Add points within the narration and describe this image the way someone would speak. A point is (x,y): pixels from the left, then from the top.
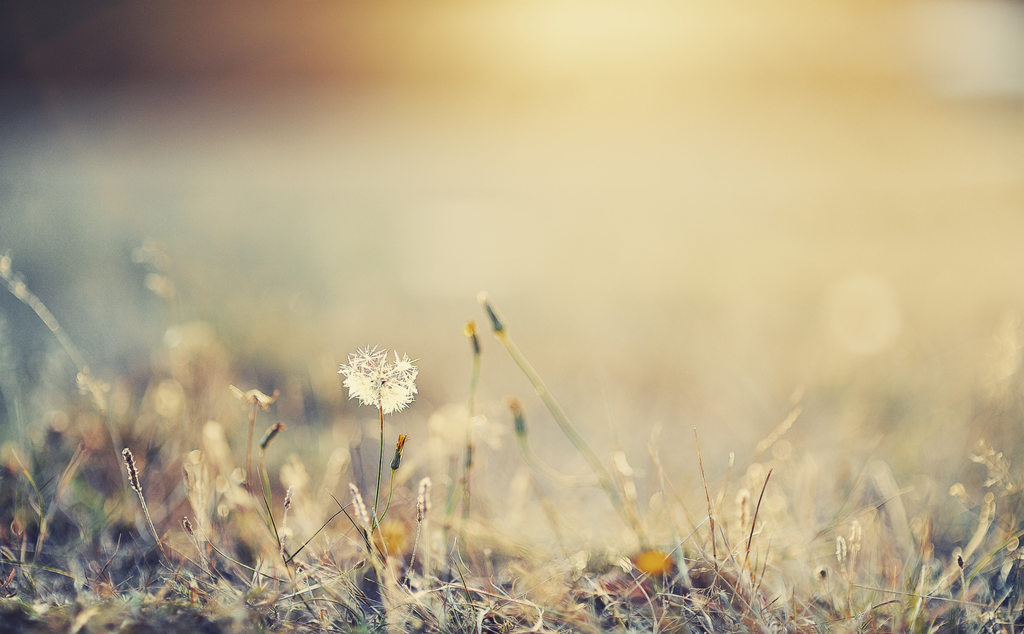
We can see plants (289,506) and flower (370,357). In the background (370,333) it is blur.
